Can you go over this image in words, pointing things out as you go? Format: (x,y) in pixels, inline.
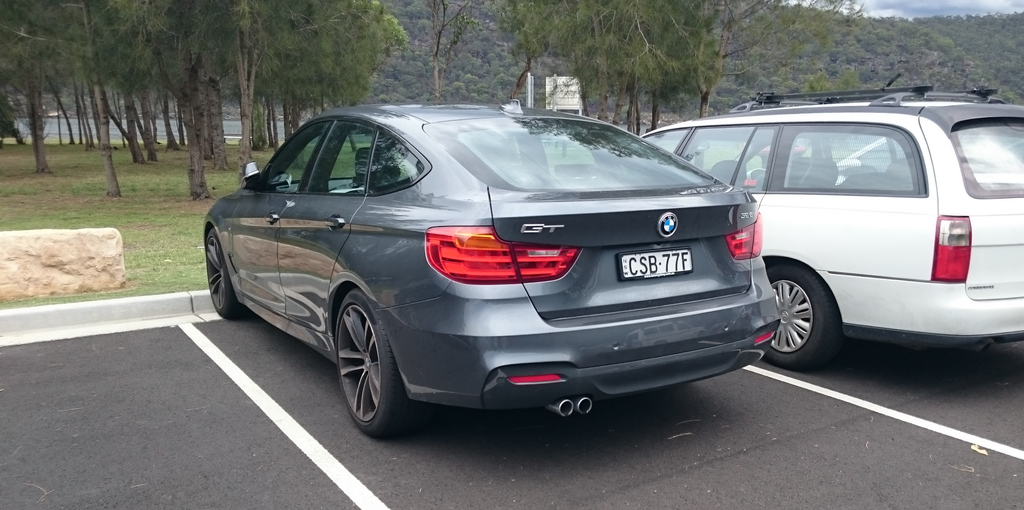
In the image we can see there are cars (541,272) parked on the road (33,429) and there is ground (158,208) covered with grass (192,216). Behind there are trees (450,49) and there are hills (960,56) covered with trees (945,50).
